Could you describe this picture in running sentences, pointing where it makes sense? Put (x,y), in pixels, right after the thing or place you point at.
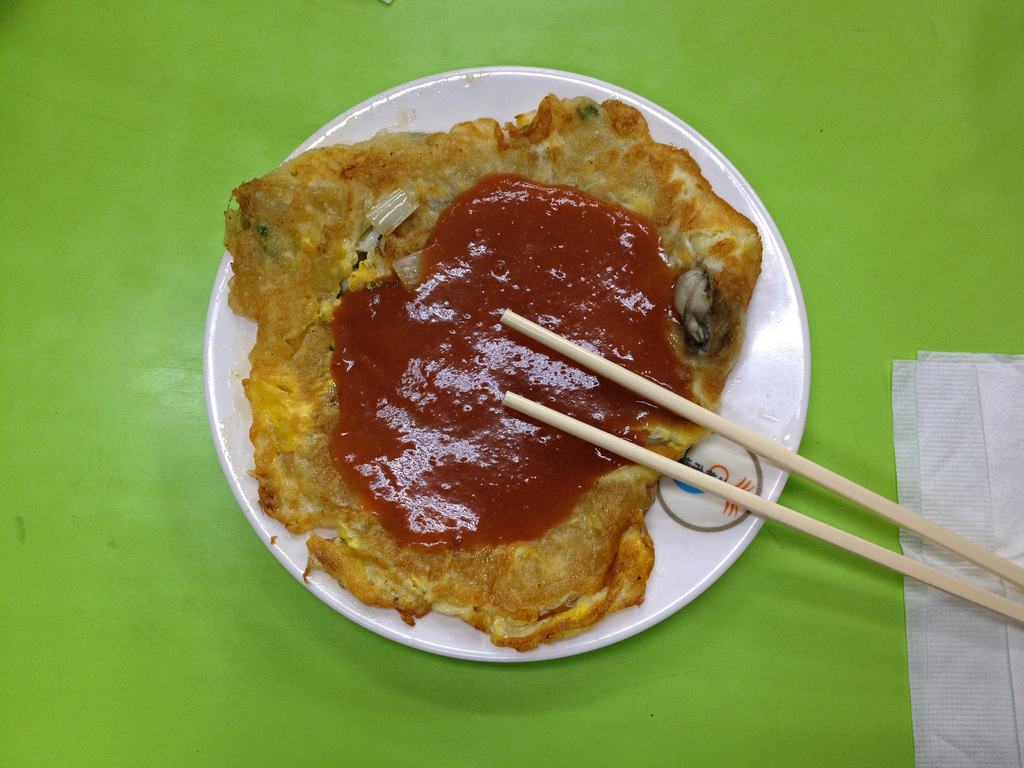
In this picture there is a plate (228,410) on the table (120,221) at the center of the image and it contains food (480,609) in it.
